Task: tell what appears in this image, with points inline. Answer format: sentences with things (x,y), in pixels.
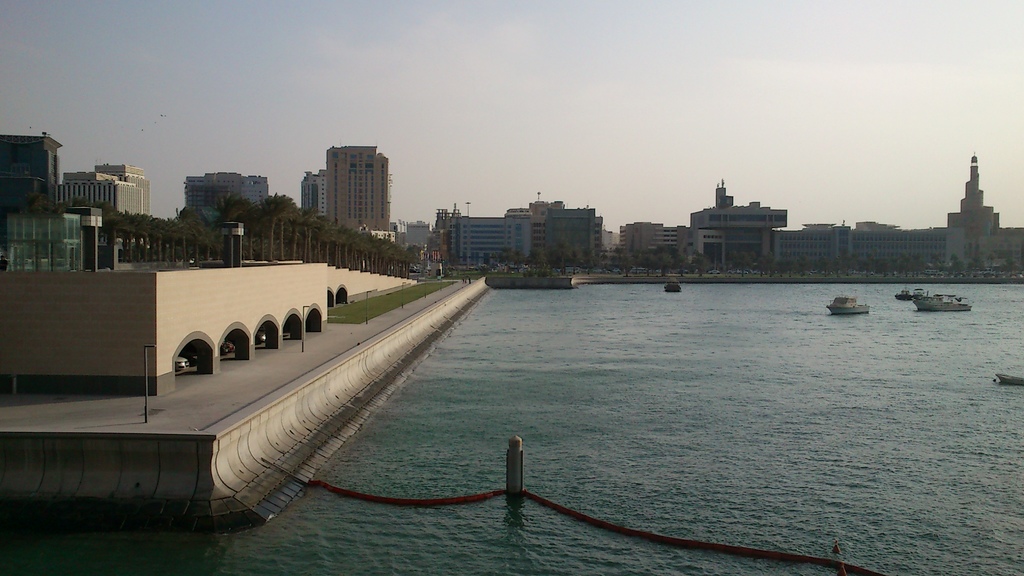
This is the picture of a city (505,225). In this image there are buildings (150,283) and trees (415,251). On the left side of the image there are vehicles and there are boards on the poles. At the top (484,110) there is sky (546,59). At the bottom (759,442) there is water (759,454) and there are boats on the water (718,330) and there is an object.
